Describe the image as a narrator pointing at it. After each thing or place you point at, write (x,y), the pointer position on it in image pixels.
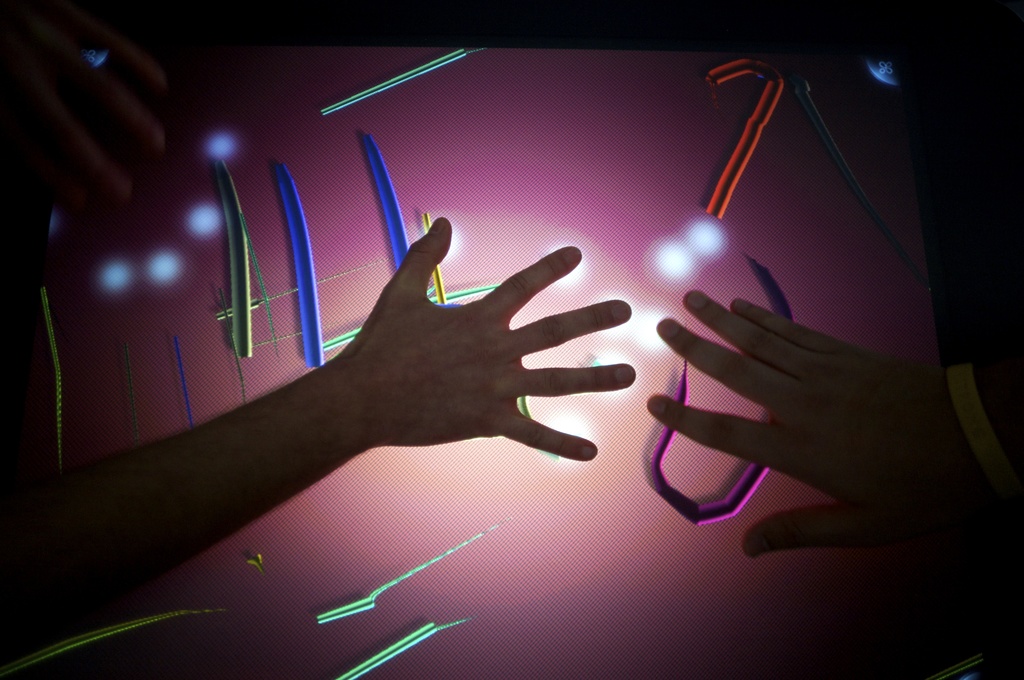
In this image I can see the person's hands (467,401) touching the pink color object (492,528). And there is a black background (955,6).
